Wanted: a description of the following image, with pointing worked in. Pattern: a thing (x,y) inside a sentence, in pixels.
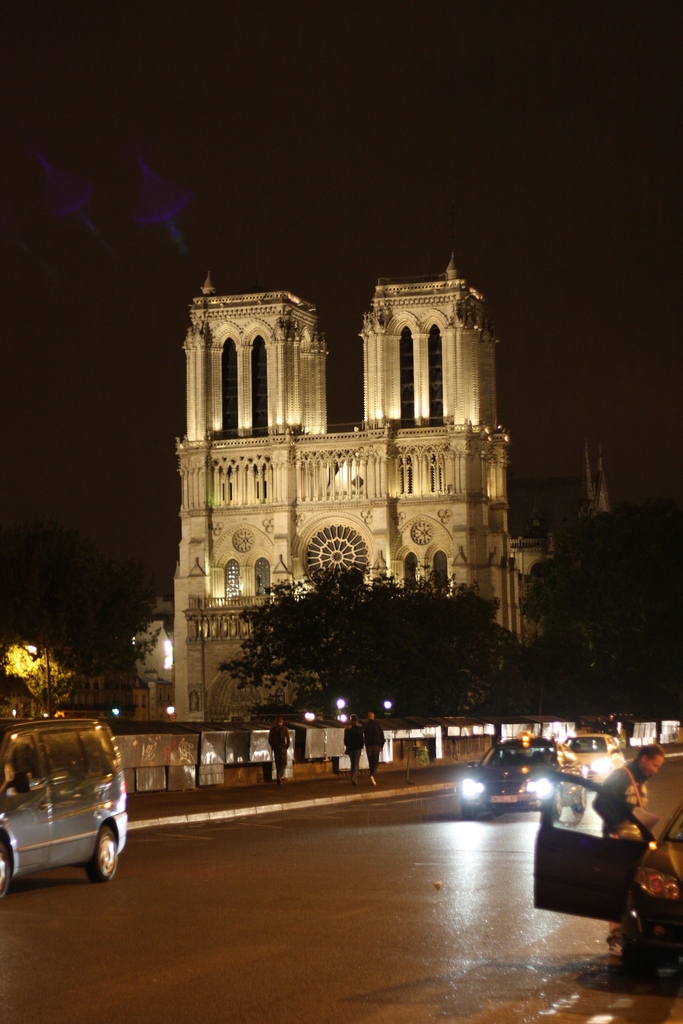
In this image there is a building (336,513) beside that there are some trees (635,662) and vehicles (74,723) riding on the road (292,823), also there are people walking on the footpath (315,787).
